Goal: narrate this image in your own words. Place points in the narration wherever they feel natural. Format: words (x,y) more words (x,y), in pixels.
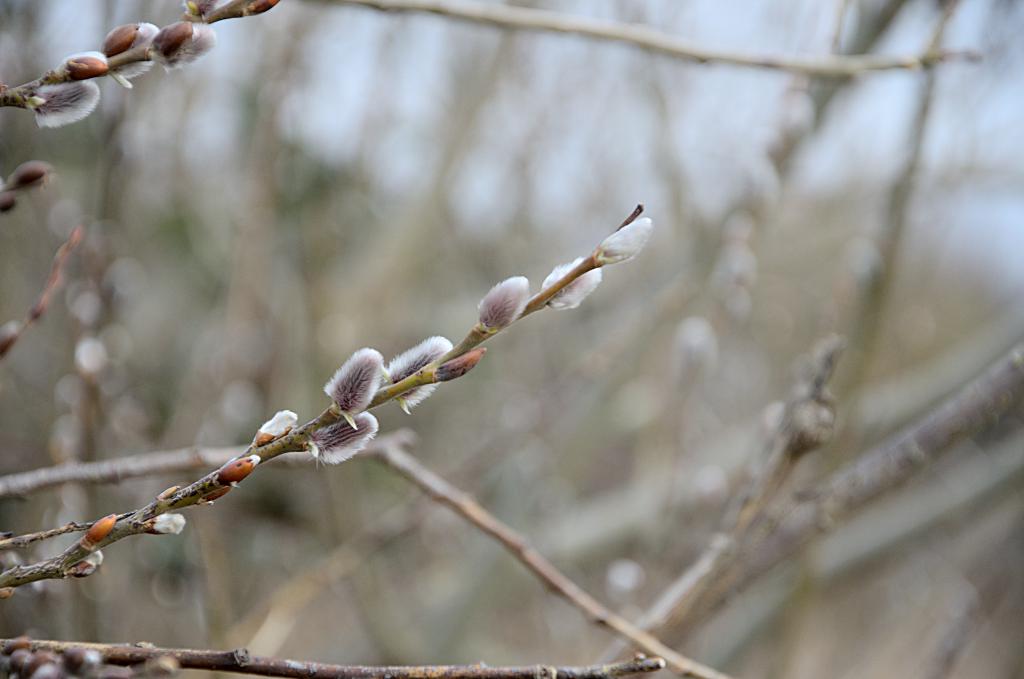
In the foreground of this image (81,76), there are buds (564,298) to the plant (132,49) and the background (301,329) is blurred.
